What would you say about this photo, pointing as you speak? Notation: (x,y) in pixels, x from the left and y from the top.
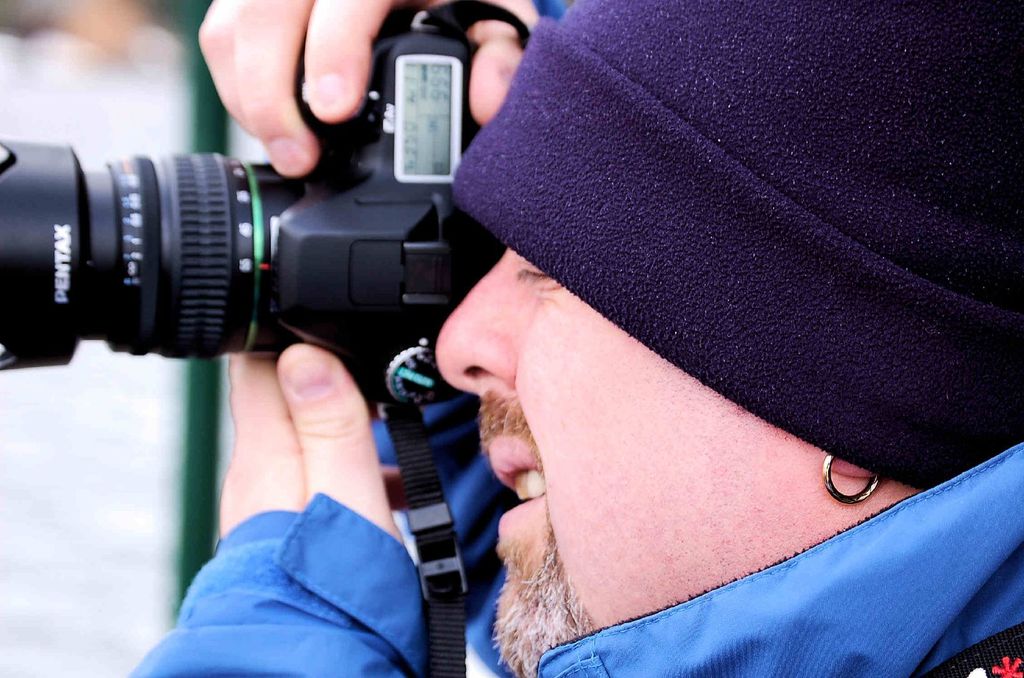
This picture shows a man (313,667) taking a photograph with the camera (411,413).
